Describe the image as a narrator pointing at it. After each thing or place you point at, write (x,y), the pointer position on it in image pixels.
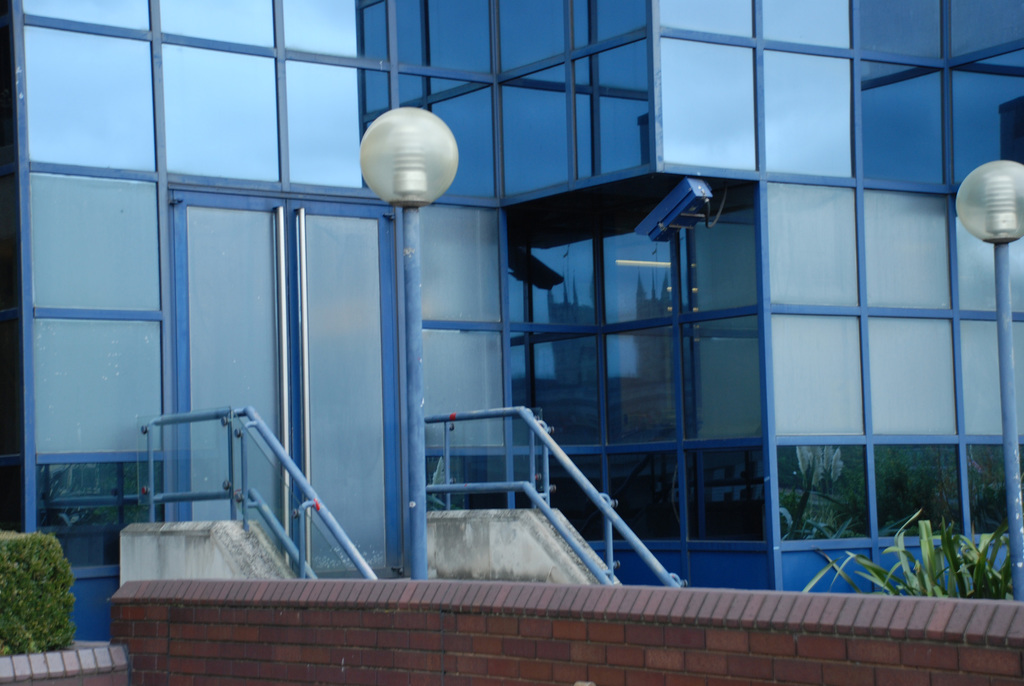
At the bottom of the image (46,583) we can see plants (48,558) and wall (726,600). In the background (24,526) we can see lights (422,398), stairs (515,511) and building (519,107).
